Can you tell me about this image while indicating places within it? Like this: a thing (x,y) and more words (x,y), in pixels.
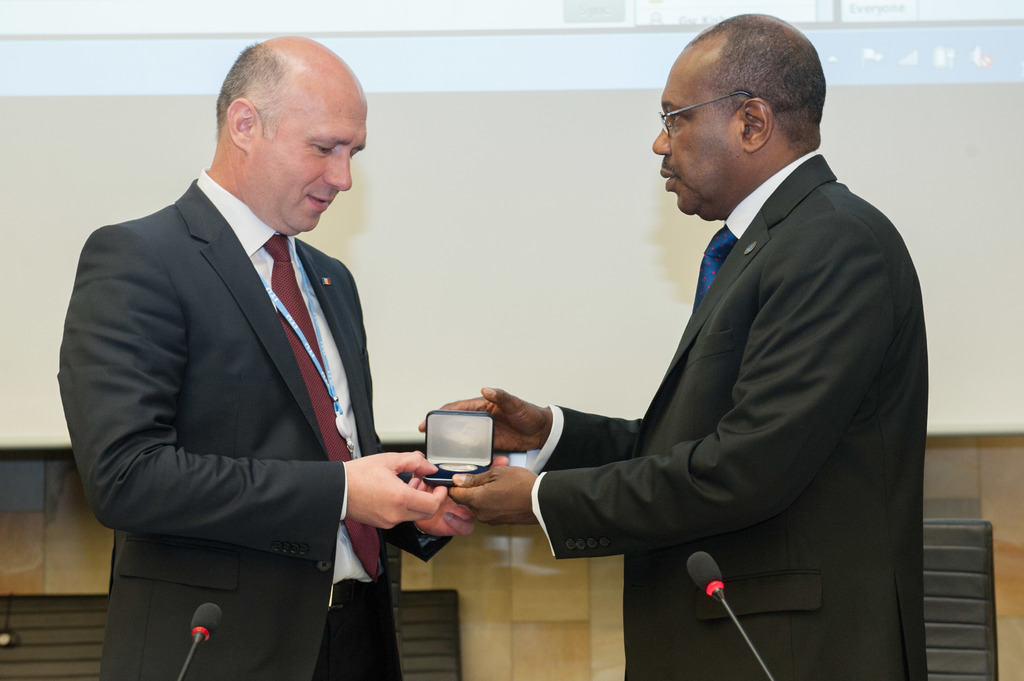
Man (323,333) on the left corner of the picture (174,334) wearing black blazer (190,374) is holding a small blue color box (450,433). Beside him, the man (510,508) in black blazer (665,395) is giving that box (471,446) to the man (452,517) on the opposite side. He is even wearing spectacles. Behind them, we see white wall (429,244) and chairs (68,642). At the bottom of the picture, we see microphones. This picture is clicked in a conference hall (508,230).
